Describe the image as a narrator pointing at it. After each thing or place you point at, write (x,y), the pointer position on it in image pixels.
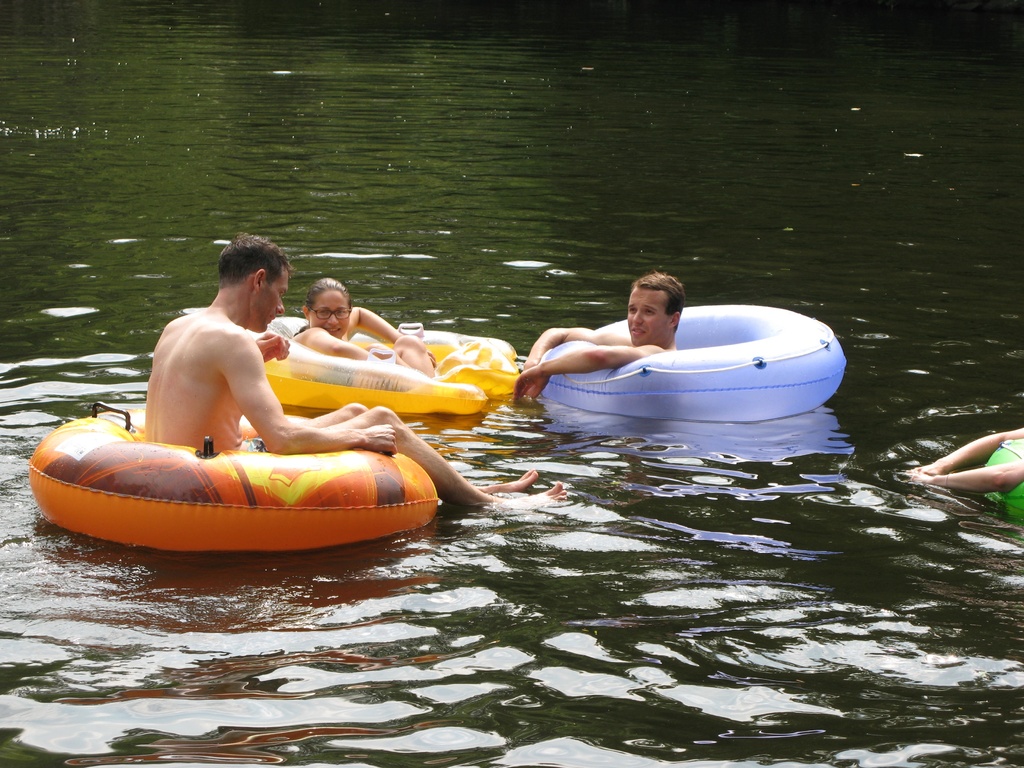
In this is water (573,516). There are tubes (573,382). There are people (348,443) swimming.
